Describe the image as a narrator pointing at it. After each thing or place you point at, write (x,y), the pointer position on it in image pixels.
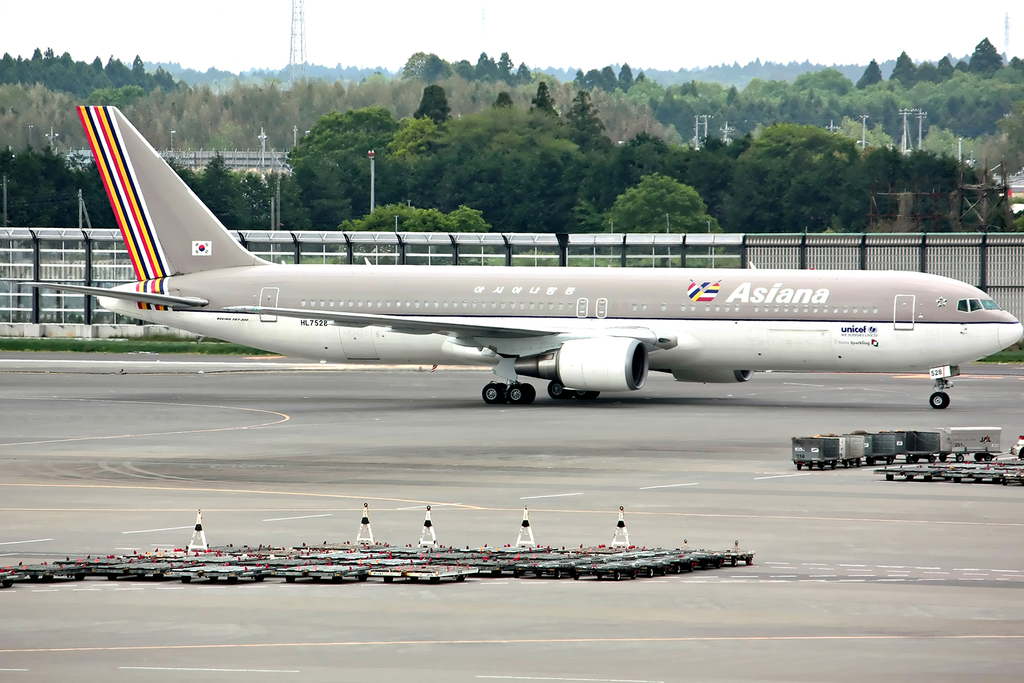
In this image we can see an airplane (395,349), there are some traffic cones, trucks (793,460), there are some objects (902,431) on the runway (762,496), there is a fencing (939,265), trees (279,140), poles (280,175), towers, also we can see the sky (654,52).
